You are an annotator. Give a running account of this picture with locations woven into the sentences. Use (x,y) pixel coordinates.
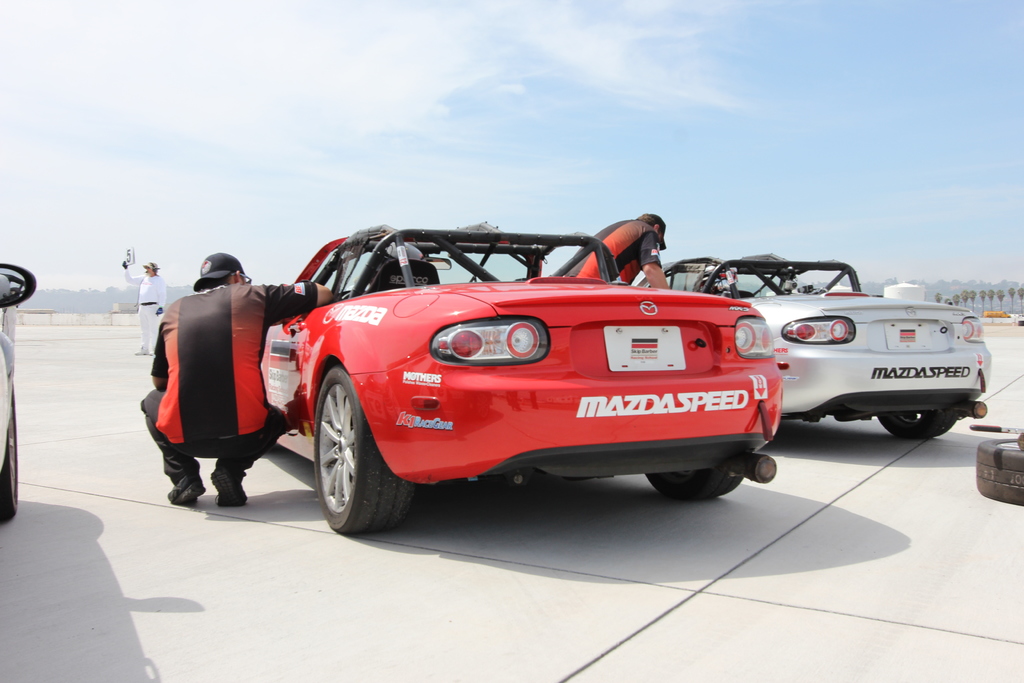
In this image we can see group of cars (5,387) parked on the road (707,513). Two persons (191,307) are wearing uniforms (197,296) are beside the cars (627,424). One person (147,304) wearing white dress (145,290) is holding a card (126,256) in his hand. In the background (976,304), we can see group of trees (965,306), mountains (929,285) and sky (441,145).
